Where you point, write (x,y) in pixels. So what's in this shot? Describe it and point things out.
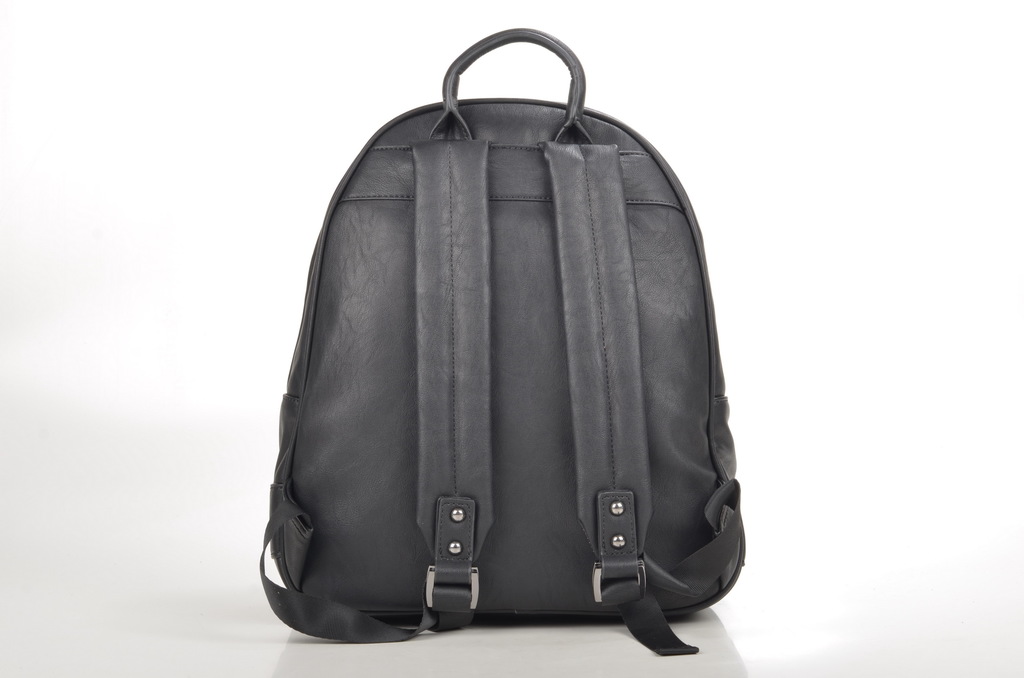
This image consists of a bag (650,290), it is a backpack (461,382). It is in black color.
